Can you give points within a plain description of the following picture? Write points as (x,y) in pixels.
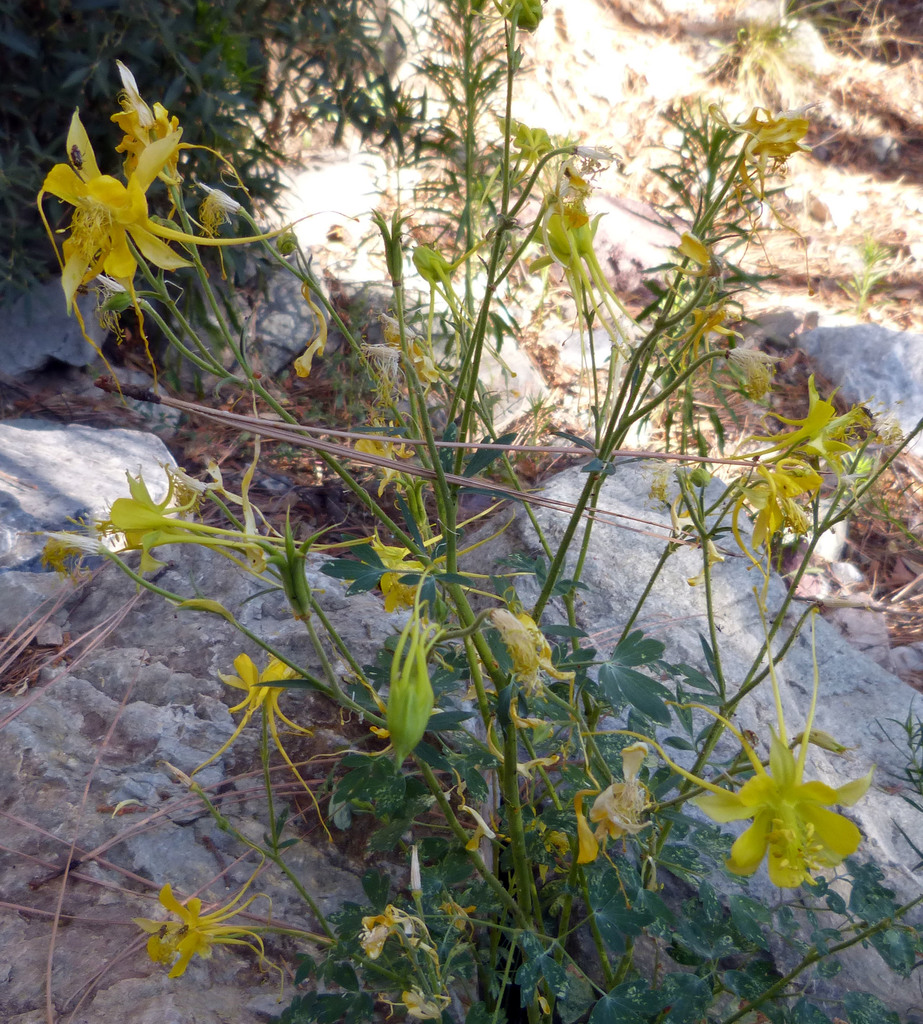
In this image there are flowers (425,357) of a plant (435,580), behind the plant (454,410) there are rocks (1,569).
